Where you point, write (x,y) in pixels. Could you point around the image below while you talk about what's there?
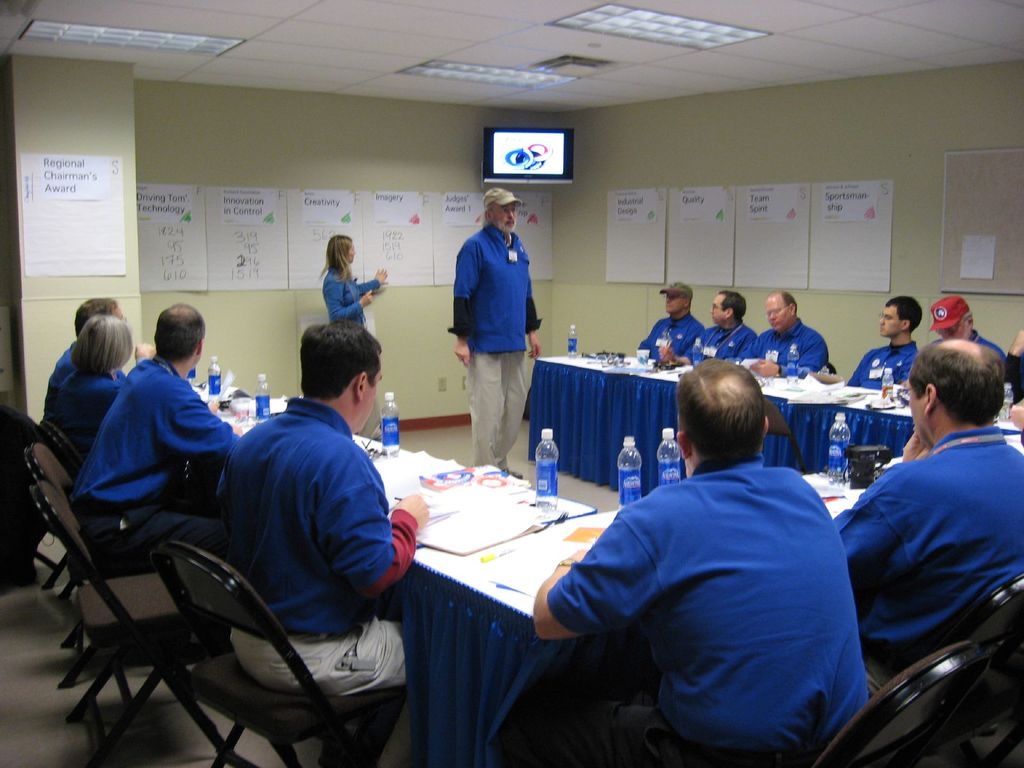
At the top (385,43) we can see ceiling (397,53) and lights (695,27). We can see posters (622,231) over a wall (906,229) and a board (960,219). This is a television (510,165). We can see all the persons (653,586) sitting on chairs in front of a table (492,591) and on the table (507,596) we can see papers (502,499), water bottles (673,471), glass (639,357). We can see one man (497,296) standing near to them.
